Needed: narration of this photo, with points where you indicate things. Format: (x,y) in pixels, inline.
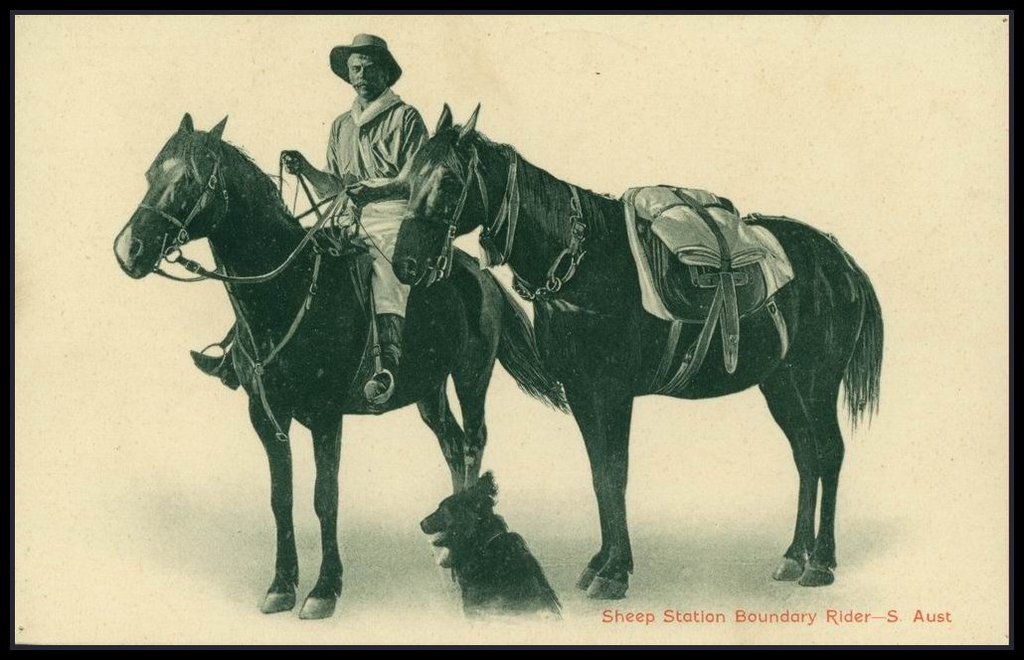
This is a painting in this image there are two horses (547,366), on one horse (368,324) a man (360,190) is sitting in front of the horse (483,386) there is a dog (484,511) in the bottom right (907,617) there is text (617,614).
